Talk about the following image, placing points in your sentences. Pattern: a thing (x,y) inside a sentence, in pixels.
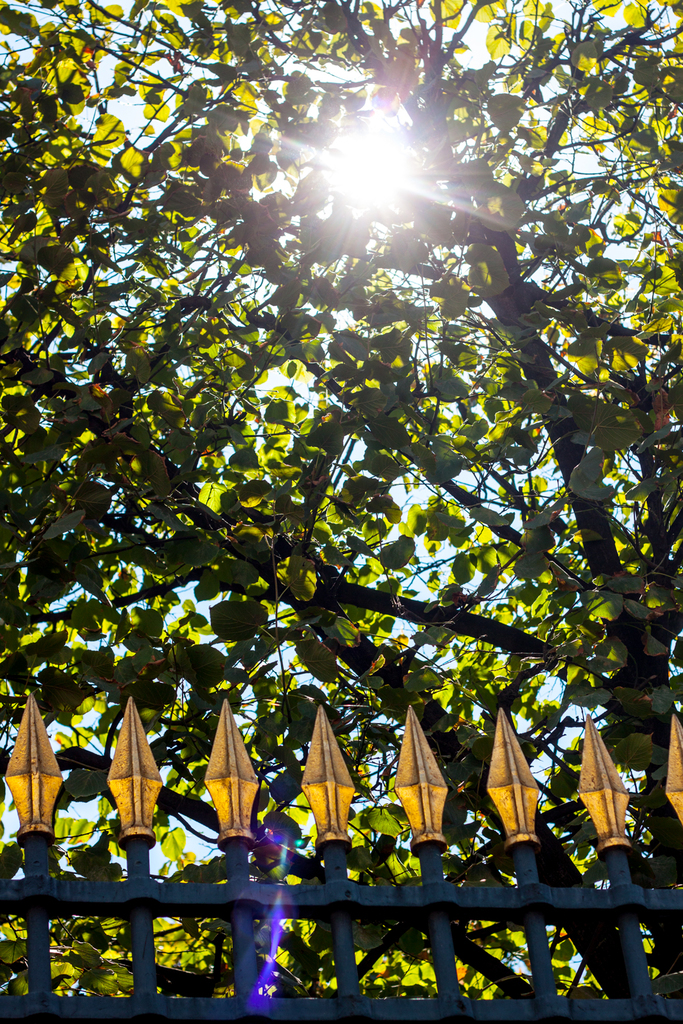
At the bottom of the image (241,948) I can see the railing (321,886). At the top of it I can see a tree (252,348). At the top of the image (370,150) I can see the sunlight (366,156).
